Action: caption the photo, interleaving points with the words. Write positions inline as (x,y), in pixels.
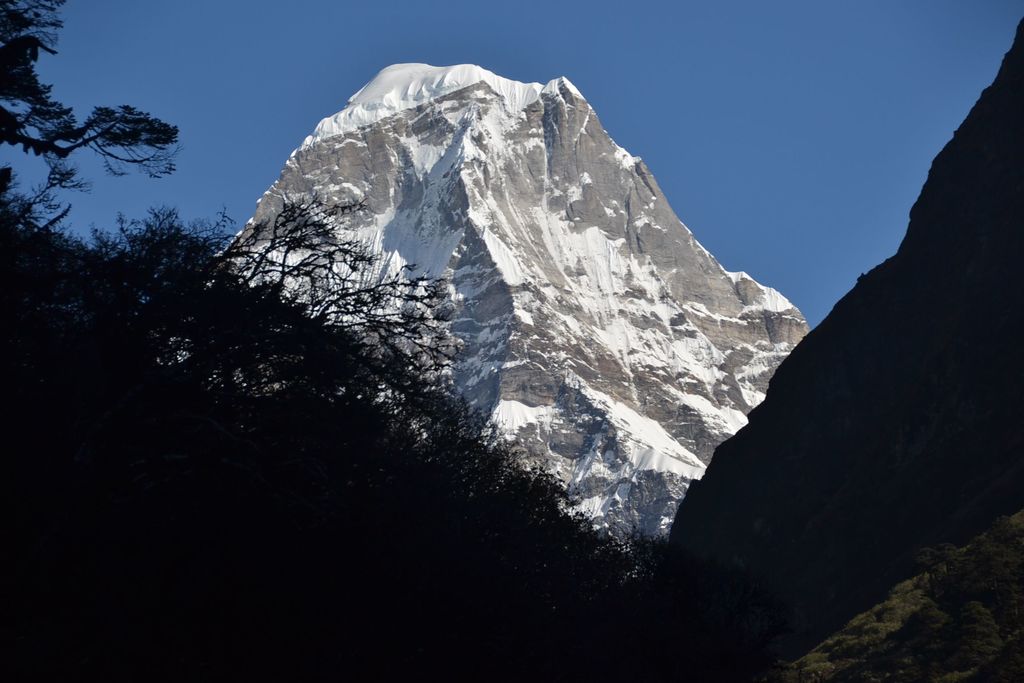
In this picture I can observe some trees (302,310). There is a mountain (499,218) on which I can observe some snow (421,93). In the background (789,215) there is a sky (238,107).
